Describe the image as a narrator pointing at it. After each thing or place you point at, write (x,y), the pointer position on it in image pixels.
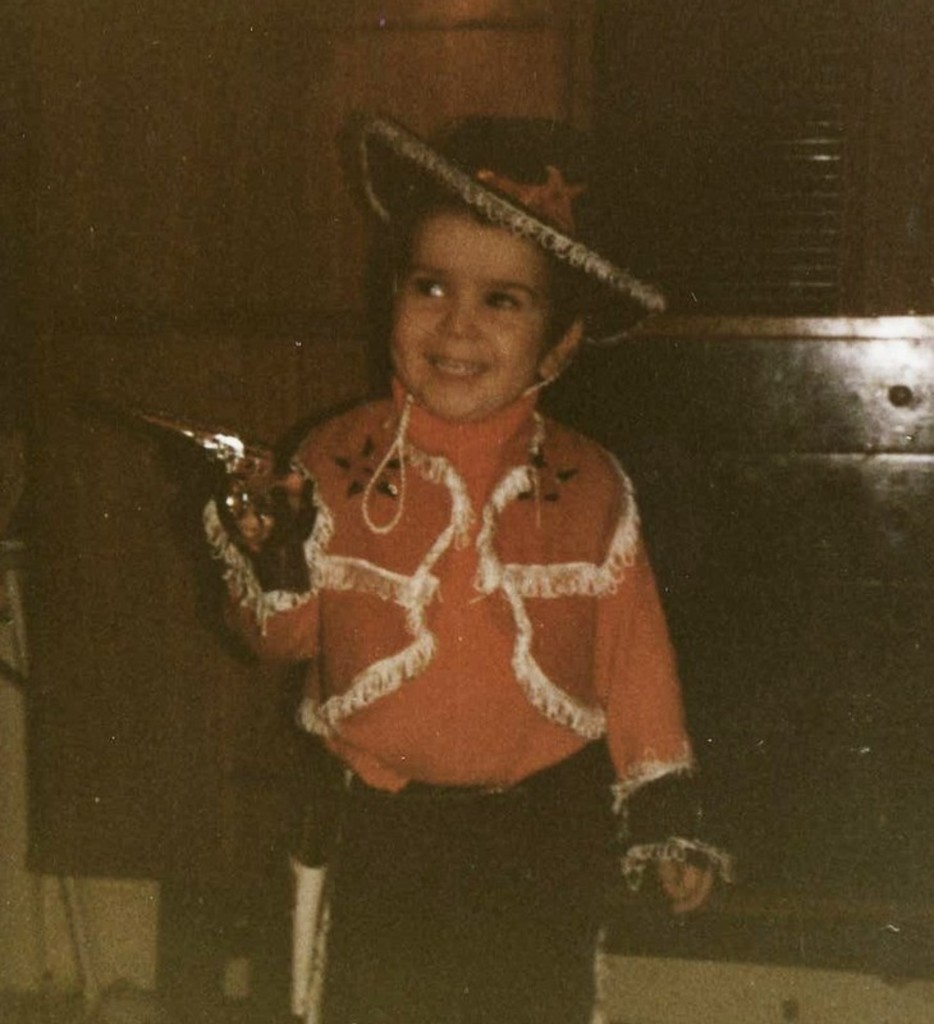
In this image, we can see a kid (518,576) in front of the wall (122,375) wearing clothes (507,582) and hat (457,191). There is a window (686,193) in the top right of the image (790,191).
